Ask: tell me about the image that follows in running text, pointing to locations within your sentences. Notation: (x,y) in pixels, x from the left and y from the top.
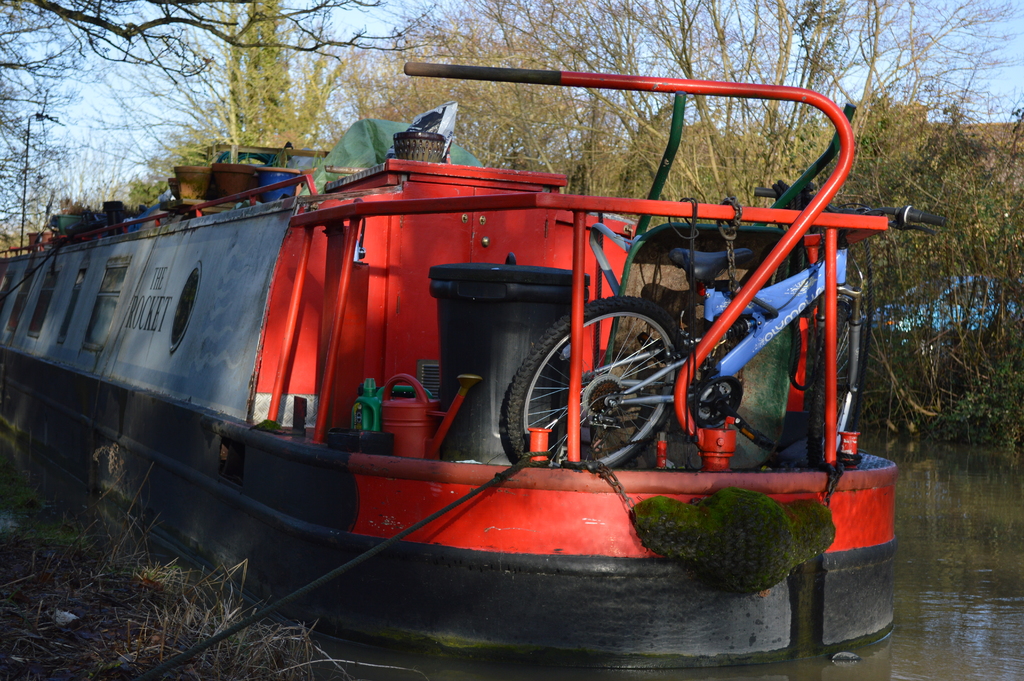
In the image there is a boat (493,494) on the water surface (1004,533) and around the boat (293,183) there are many trees (36,200).
